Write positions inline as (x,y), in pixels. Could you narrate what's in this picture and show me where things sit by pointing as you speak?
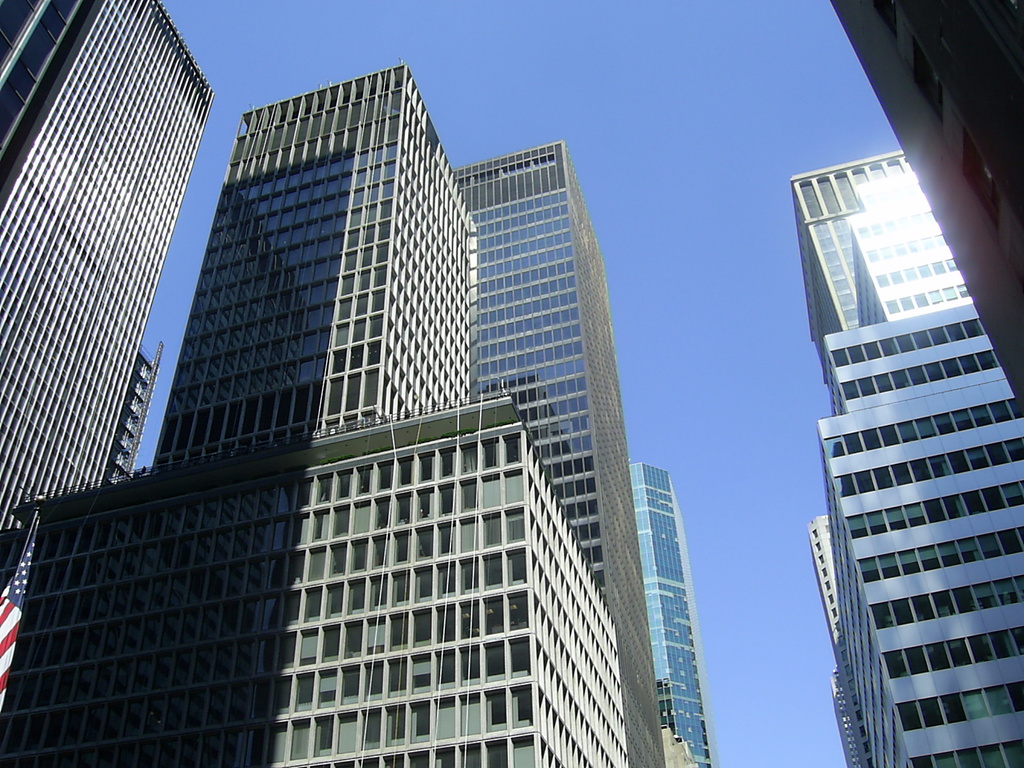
This picture is taken from the outside of the glass building (981,462). In the background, we can see a sky (828,410). On the left side (35,549), we can also see a flag (18,578).
